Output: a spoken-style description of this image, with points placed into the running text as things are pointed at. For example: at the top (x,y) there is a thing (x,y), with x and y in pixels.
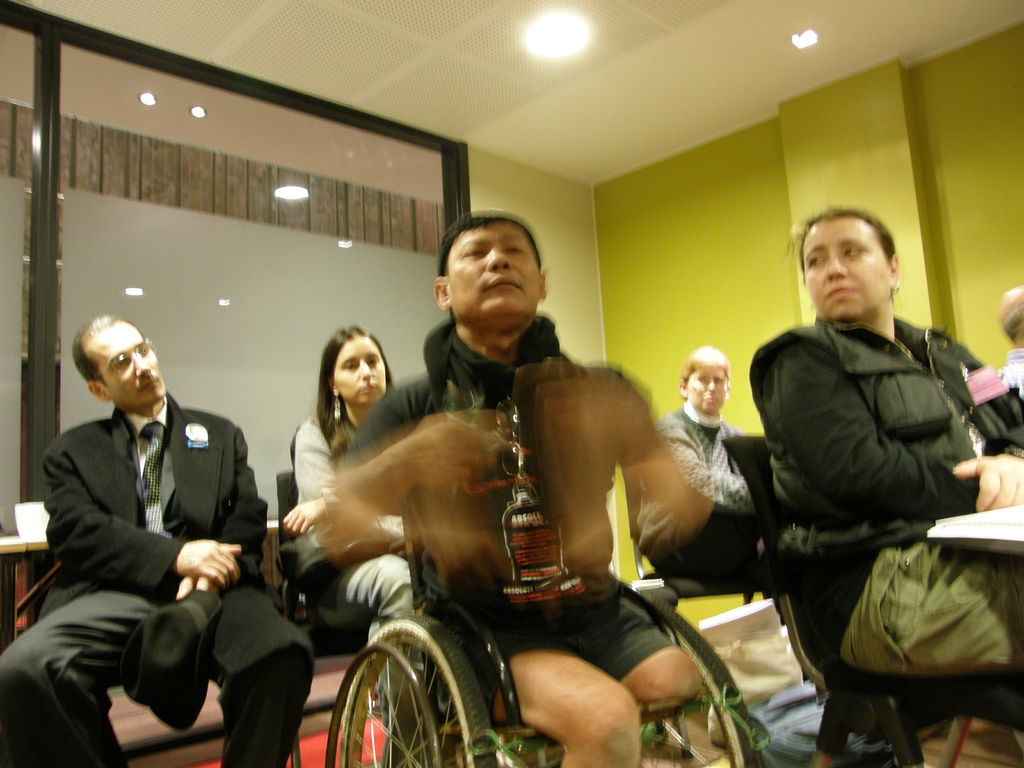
In this image there are a few people (639,610) sitting on the chairs (430,607). There are tables (21,543). On top of it there are some objects (25,513). In the background of the image (599,247) there is a mirror (352,179) and a wall (720,192). On top of the image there are lights (809,40).
